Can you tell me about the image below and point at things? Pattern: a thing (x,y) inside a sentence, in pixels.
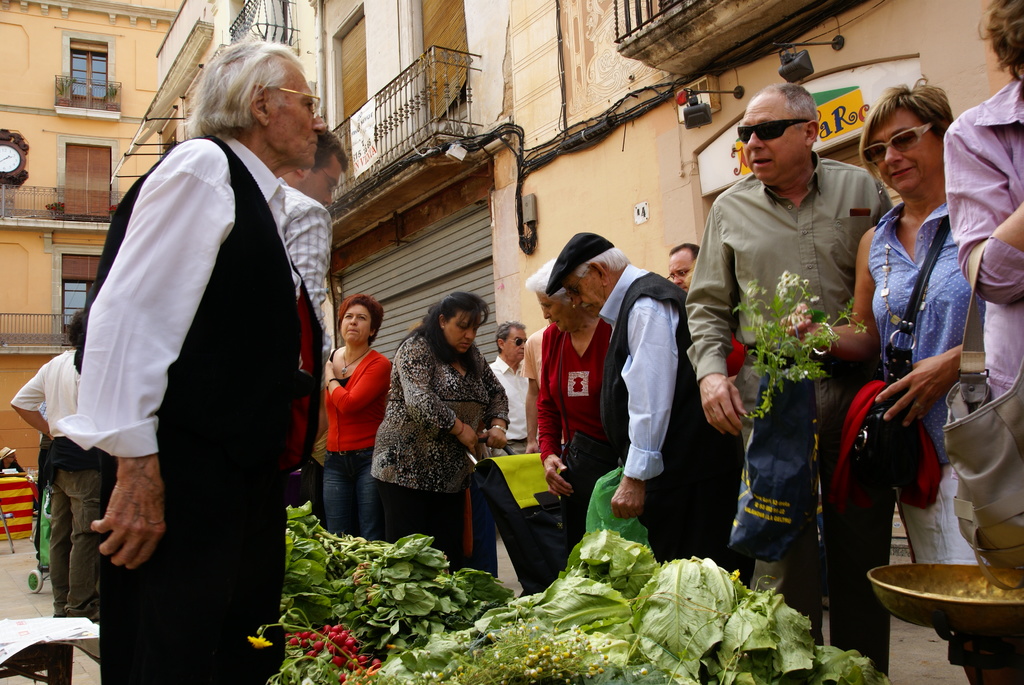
The image is taken on the streets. In the foreground of the picture (441,560) there are plants (489,616), flowers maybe leafy vegetables (385,595) and people (654,458) standing, they are holding bags (895,420). In the background (530,111) there are buildings (81,133). On the left (18,156) there is a clock (10,154) on the building (5,205).
